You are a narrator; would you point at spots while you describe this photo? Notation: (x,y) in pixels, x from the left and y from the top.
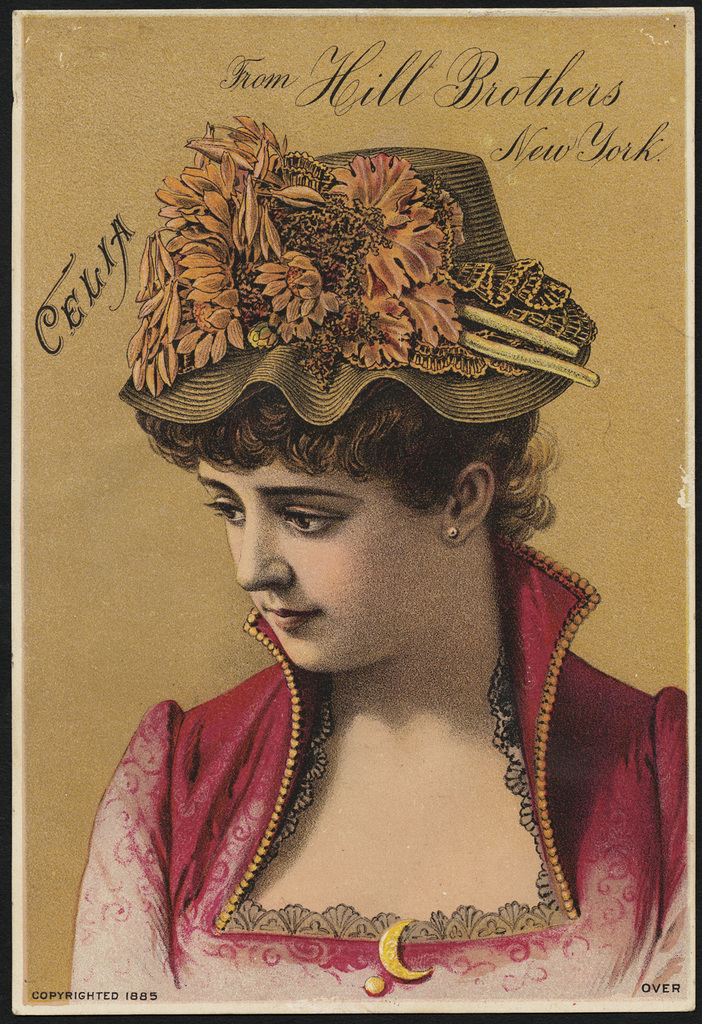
In this image we can see the painting (424,205) of a woman (500,440).
